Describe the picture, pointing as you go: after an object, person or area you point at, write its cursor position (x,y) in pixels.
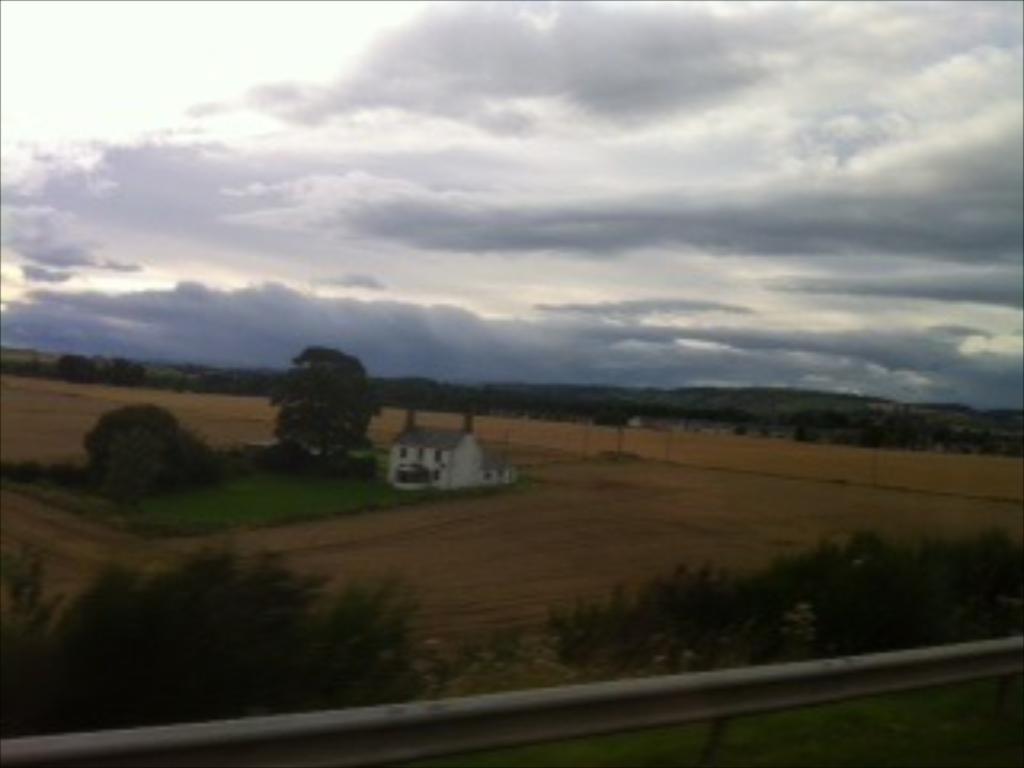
In this picture we can see a metal rod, few trees (764,646) and a house (426,465), in the background (224,297) we can see clouds (298,320).
